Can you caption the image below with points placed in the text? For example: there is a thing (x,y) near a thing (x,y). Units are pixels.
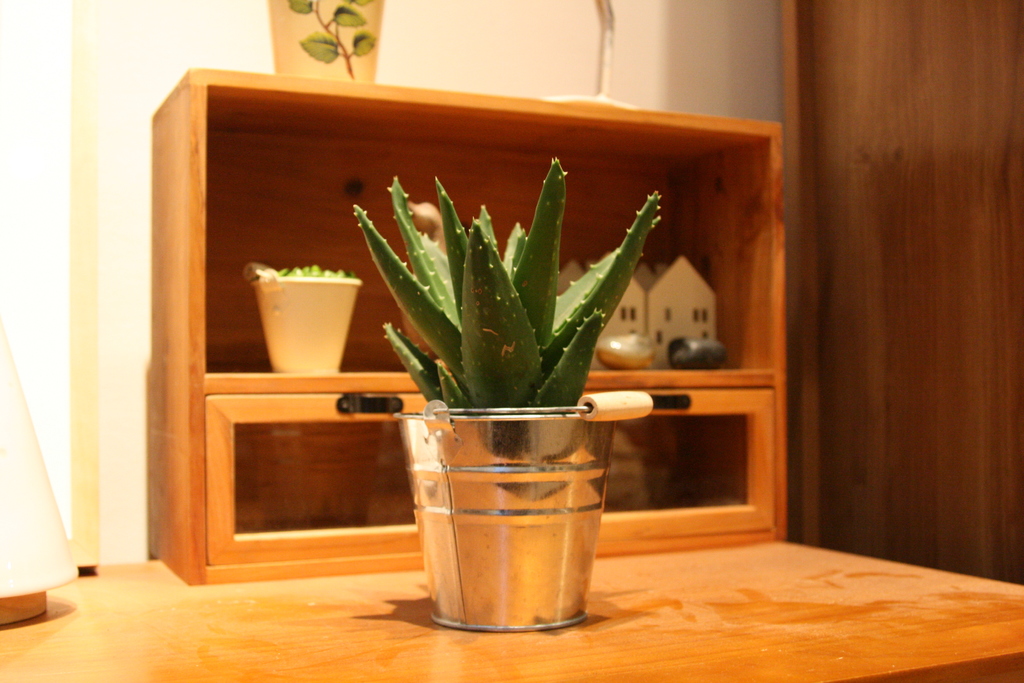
In this image there is a table (829,629) truncated towards the bottom of the image (724,629), there are objects (233,496) on the table (76,597), there is an object (39,603) truncated towards the left of the image (18,611), there is a plant (540,309), there are flower pots (430,488), there are objects (616,317) on the shelves (412,343), there is a flower pot (350,42) truncated towards the top of the image (343,28), there is an object (607,48) truncated towards the top of the image (599,86), at the background of the image (575,25) there is a curtain (87,74) truncated, there is a wooden wall (900,180) truncated towards the right of the image (919,218).
